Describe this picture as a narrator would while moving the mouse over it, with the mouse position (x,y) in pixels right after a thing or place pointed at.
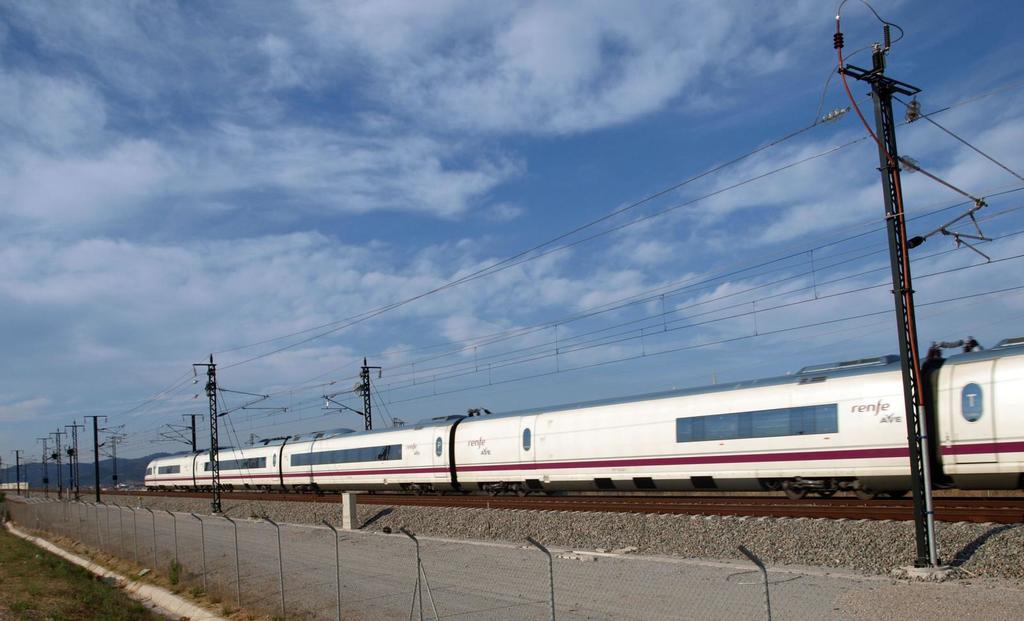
In this picture we can see a fence (157,550) and on the right side of the fence (198,535) there are electric poles (72,479) with cables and a train (509,490) on the railway track (783,497). Behind the train (478,477) there are hills (131,469) and a cloudy sky (617,92).
